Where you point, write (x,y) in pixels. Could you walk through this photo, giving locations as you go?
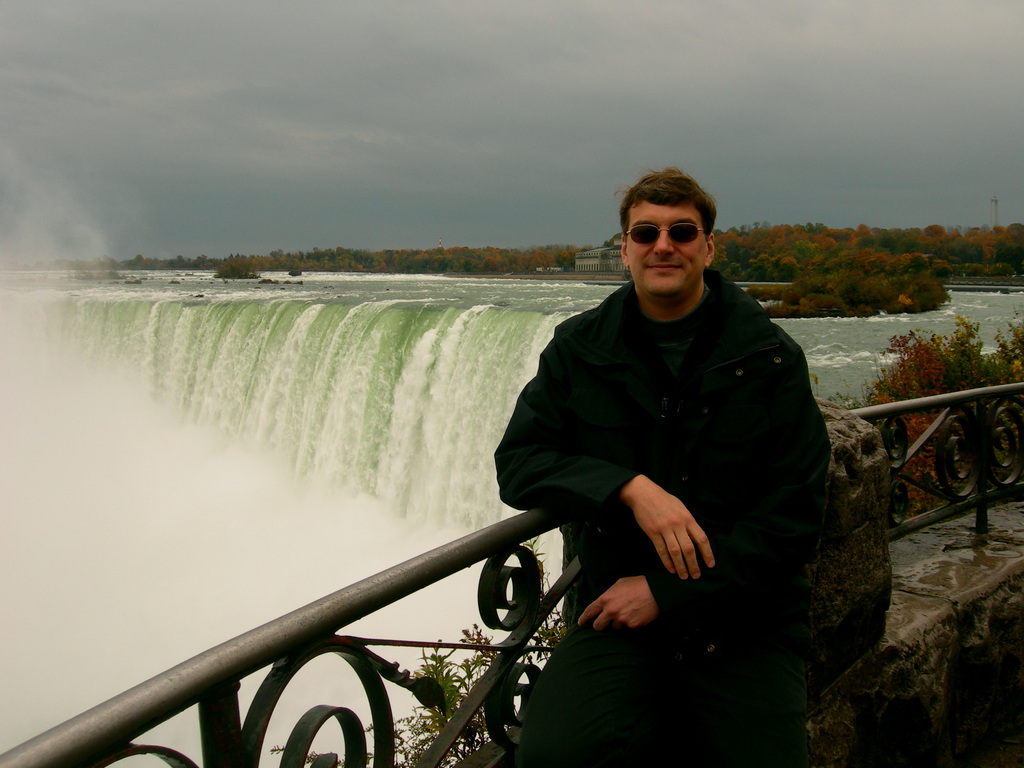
Here we can see a man (582,470) placed his hand (669,519) on a fence (461,717). In the background (356,423) there is waterfall (48,331), trees (514,263), buildings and clouds (483,40) in the sky (461,44).
